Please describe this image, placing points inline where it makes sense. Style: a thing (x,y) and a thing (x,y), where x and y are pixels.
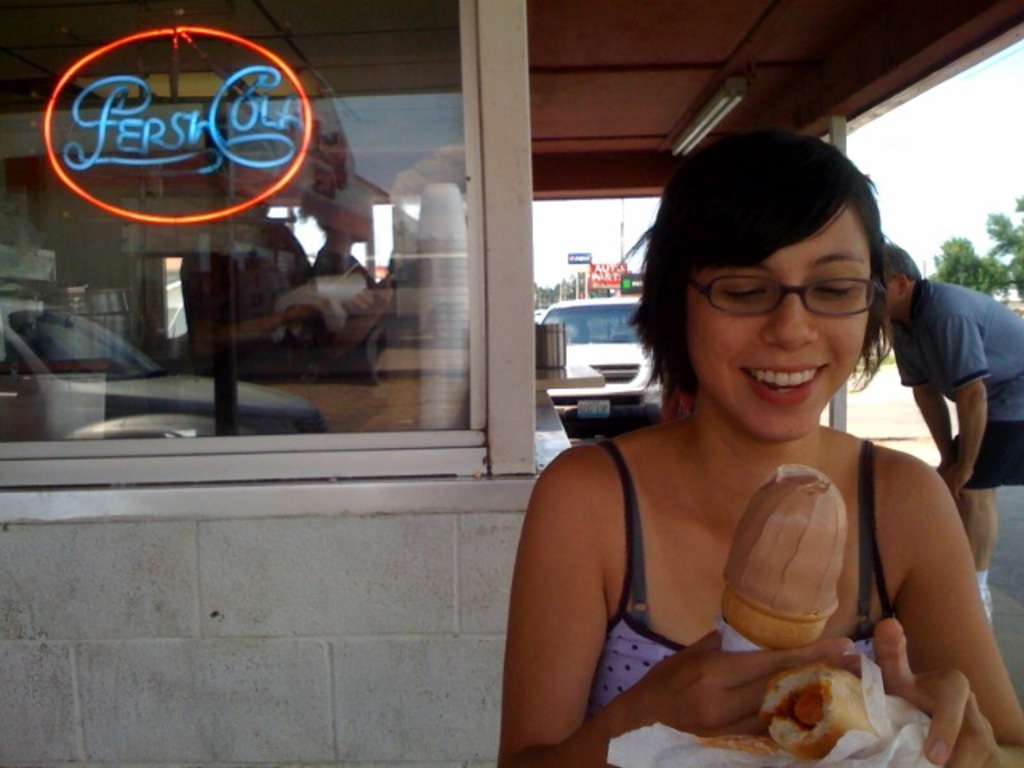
In this image I can see a person (720,574) holding food items (795,750). Back to her there is another person (985,405). And there is a transparent glass (287,400), on which I can see reflection (150,371) of a car (128,351) and some other objects (128,320). Also there are trees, boards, there is a vehicle (569,359) and there is sky (949,169).
